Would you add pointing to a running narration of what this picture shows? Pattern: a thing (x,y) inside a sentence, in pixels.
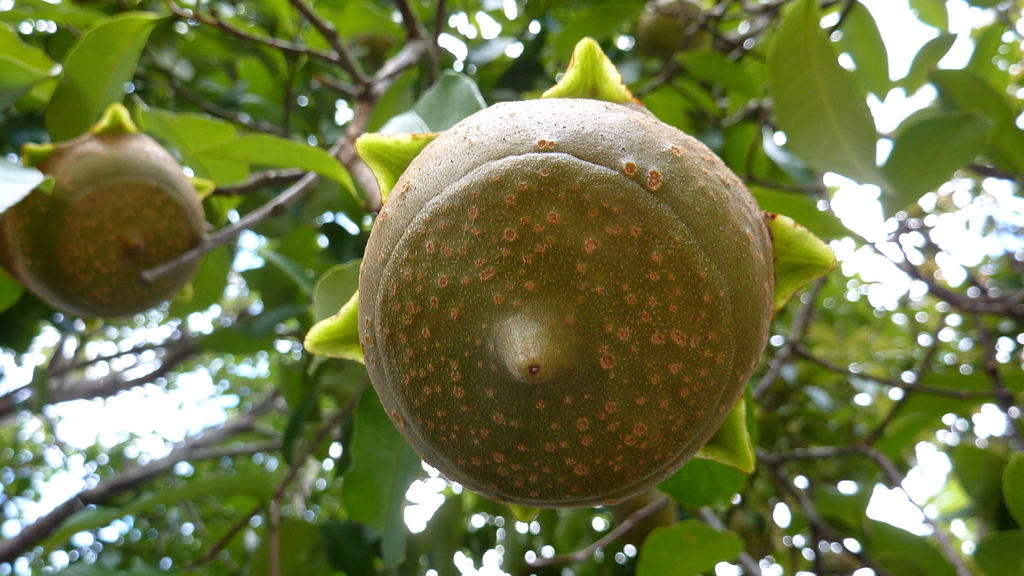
In the image we can see some fruits (65,193) and plants (840,477).
